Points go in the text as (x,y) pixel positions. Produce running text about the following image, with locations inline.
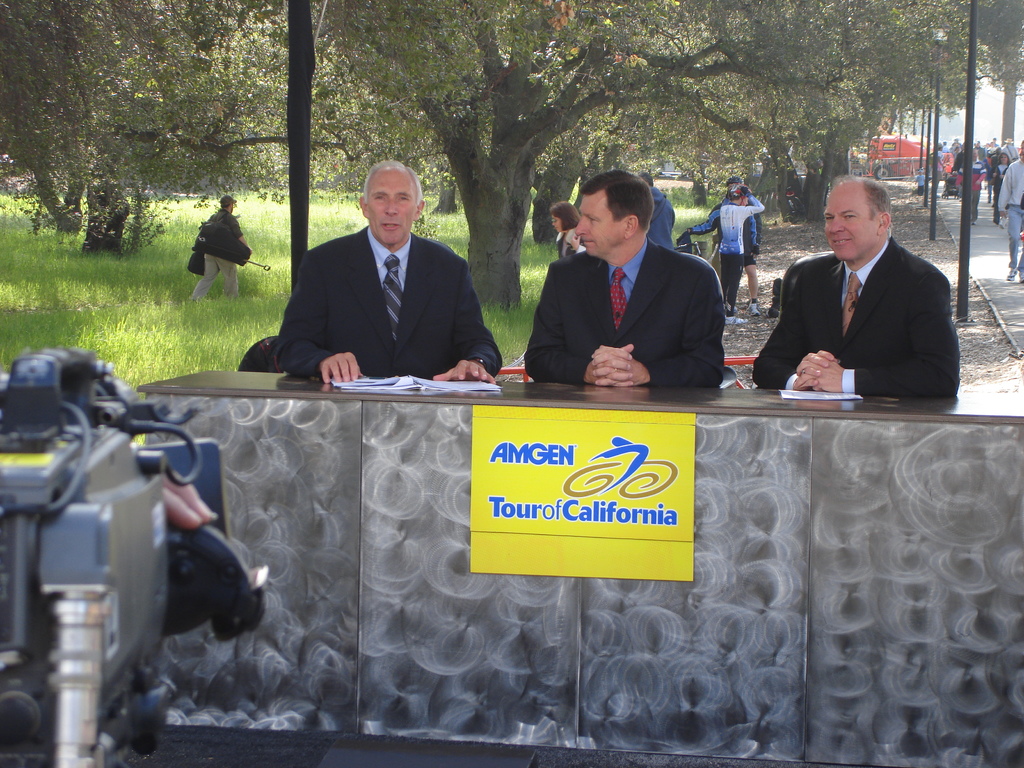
In this image three persons (711,324) wearing suit (829,339) and tie (854,297) are sitting on the chair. Before them there is a desk (428,488) having few papers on it. A poster (590,519) is attached to the desk (720,514). Left side (67,554) there is a camera (57,573). On it a person hand (202,519) is visible. A person (201,284) is walking on the grassland (158,262). Few persons (748,198) are standing on the grassland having few trees (517,108). Right side (992,178) there are few persons (1001,199) walking on the road (1012,283). There is a vehicle (896,153) on the road (978,272). Few street lights (928,158) are on the land (932,258).
